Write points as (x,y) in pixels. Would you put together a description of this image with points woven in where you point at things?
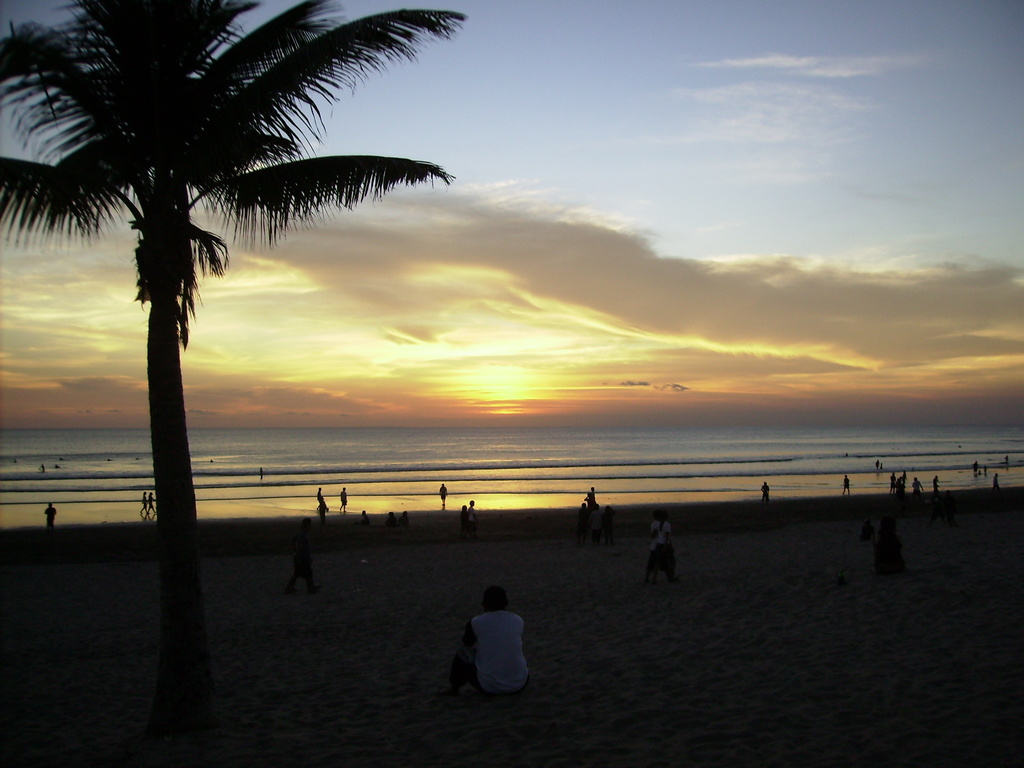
In this image I can see the group of people (663,552) are on the sand (617,675). To the left (332,213) there is a tree (163,463). In the back (327,488) I can see the water (390,471), clouds (436,312) and also the sky (586,132).
